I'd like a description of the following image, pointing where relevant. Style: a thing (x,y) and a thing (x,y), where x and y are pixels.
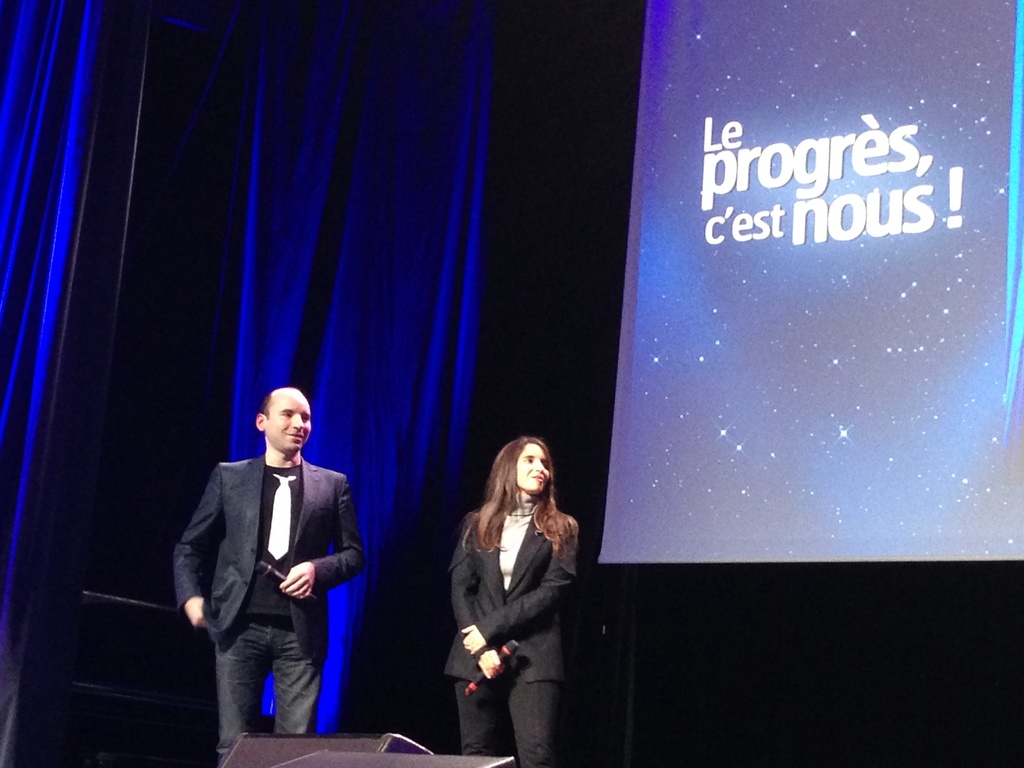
In this picture we can see a man (220,607) and a woman (524,716) wore blazers (332,560) and holding mics (478,678) with their hands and smiling and standing and in front of them we can see some objects (370,764) and in the background (243,233) we can see curtains (291,195) and a screen (761,542) with some text (799,223) on it.
